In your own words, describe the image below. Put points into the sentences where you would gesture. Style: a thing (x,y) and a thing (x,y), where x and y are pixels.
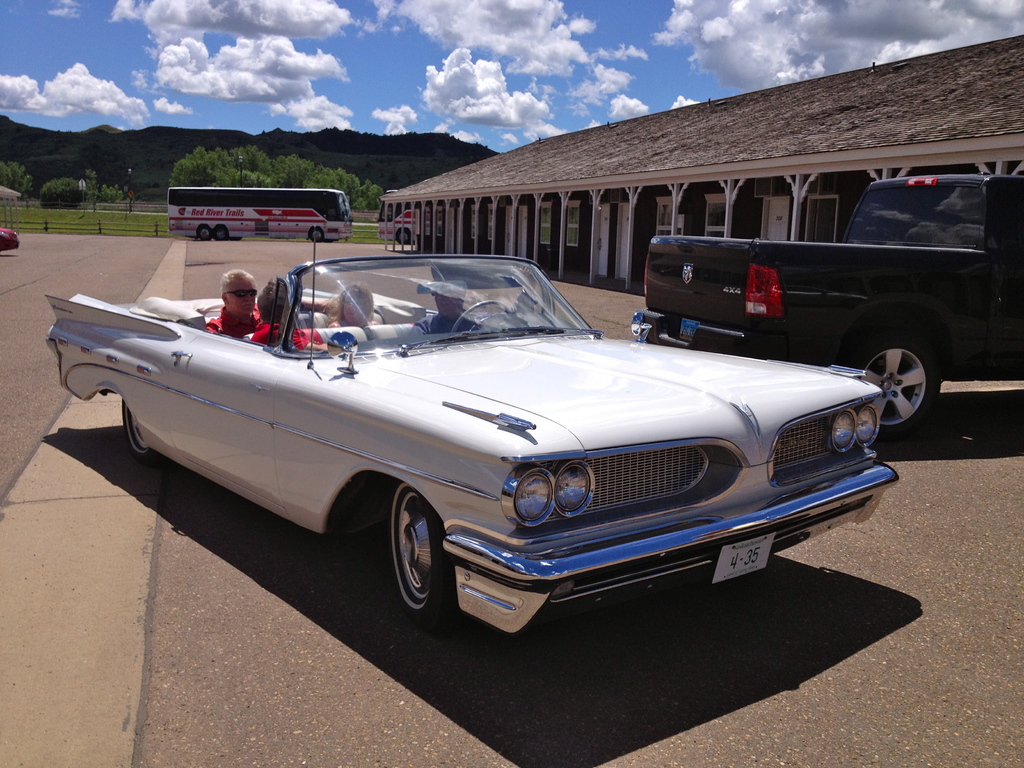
In this image we can see few persons (437,326) are sitting in a vehicle (280,377) on the road (315,629). In the background (587,175) we can see vehicles (791,286), open shed (521,222) on the right side (693,150), trees (229,180), objects (9,204) and clouds (478,2) in the sky (266,1).
